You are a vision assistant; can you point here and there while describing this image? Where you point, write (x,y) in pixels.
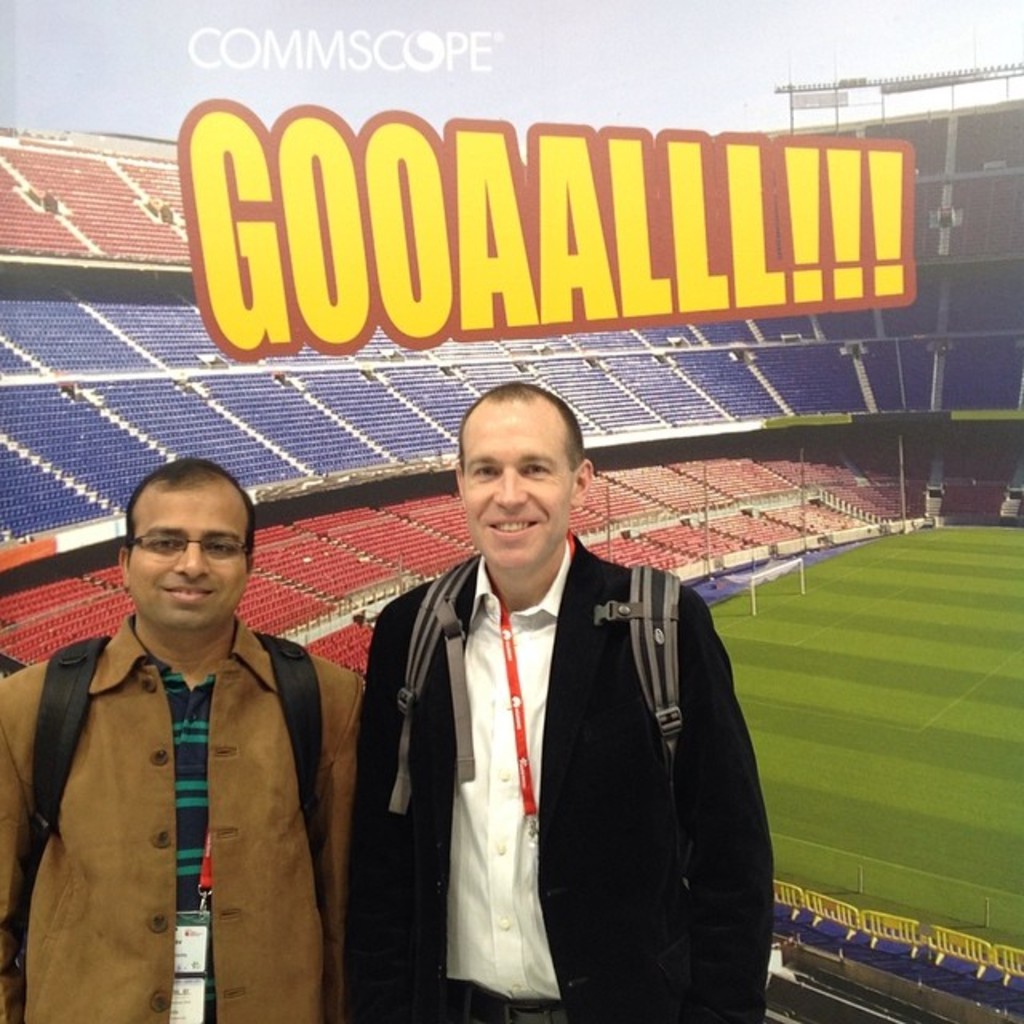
This image consists of two persons (366,721). One is wearing a black dress (363,818), another one is wearing a brown dress (249,930). They are wearing backpacks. There is a board (60,194) behind them. On that there is ¨GOAL¨ (425,306) printed on it.
